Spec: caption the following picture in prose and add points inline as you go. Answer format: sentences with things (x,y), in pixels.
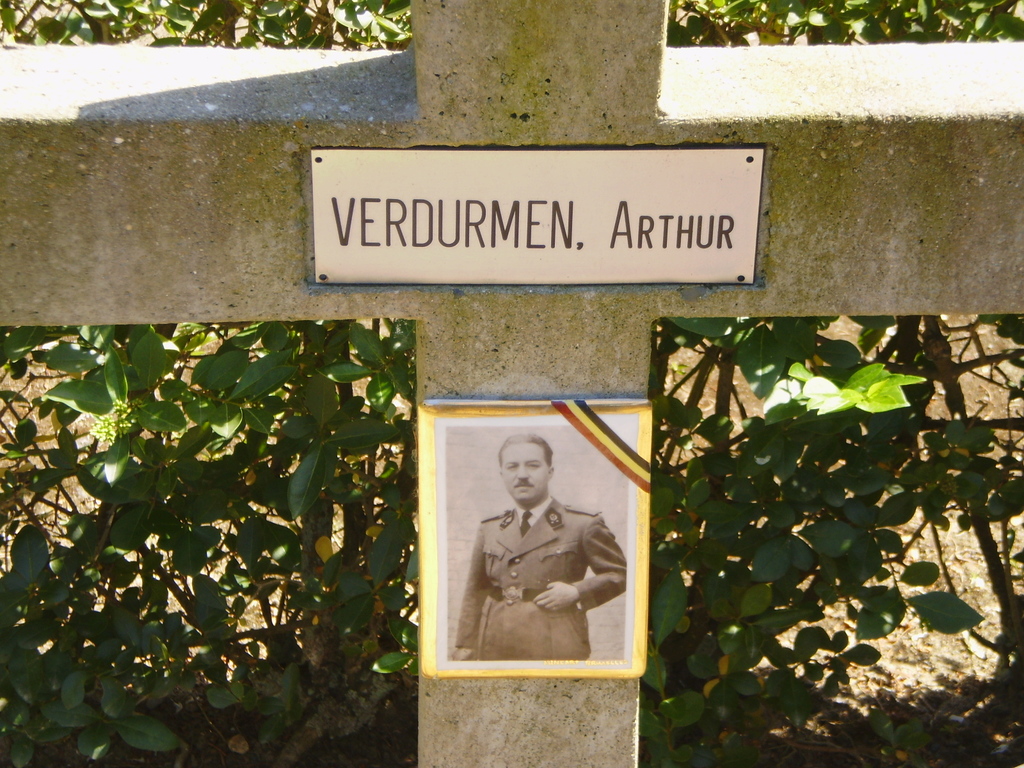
In this picture in the center (548,471) frame (530,511) on the cross (561,346) and there is some text (494,235) written on the board (556,239). Behind the cross (341,132) there are plants (375,457).
